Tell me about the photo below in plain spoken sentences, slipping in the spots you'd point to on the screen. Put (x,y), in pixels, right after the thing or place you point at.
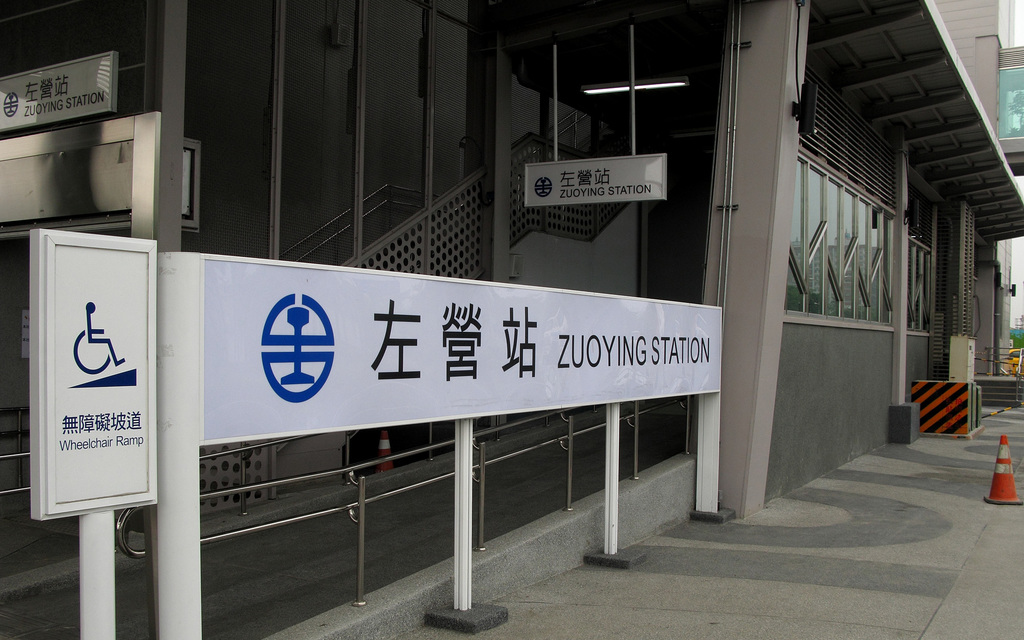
In this image there is a pavement (842,537), in the background (866,56) there is a building (853,70) and there is a board (246,368), on that board (323,343) there is some text (465,326).
